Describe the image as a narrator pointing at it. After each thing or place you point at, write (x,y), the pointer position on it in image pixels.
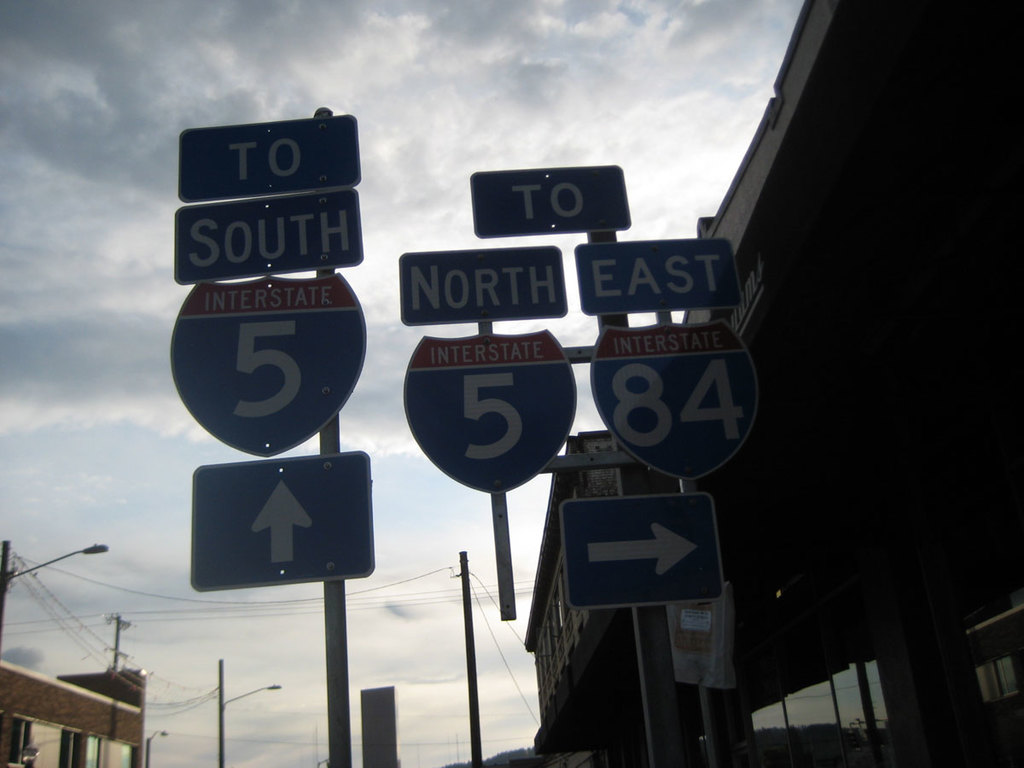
This image is taken outdoors. At the top of the image (371,84) there is a sky (89,453) with clouds (118,418). In the middle of the image (416,284) there are many sign boards (319,308) with text (438,287) on them. There is a pole (473,638) with a few wires (205,700). On the left side of the image (107,740) there is a building (109,679) and there are a few street lights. On the right side of the image (875,62) there is a building (804,544).
